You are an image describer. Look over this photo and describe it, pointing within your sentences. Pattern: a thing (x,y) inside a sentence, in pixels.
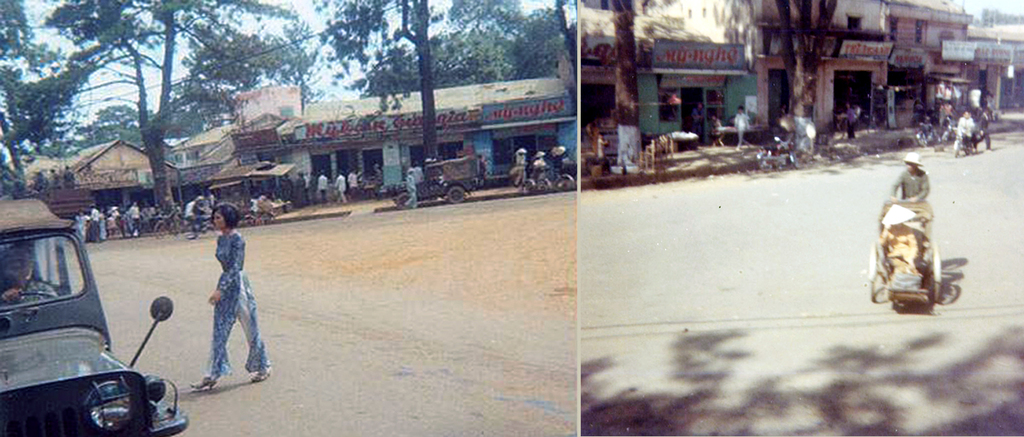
It is a collage image. On the right side of the image (923,195) there is a person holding the trolley (924,264). Behind her there are a few other people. There are bikes (785,147), buildings (826,85), trees (788,12). On the left side of the image (10,266) there is a person (23,279) sitting inside the jeep (99,371). Beside the jeep (54,351) there is a person (238,266). Behind her there are a few other people (561,173). In the background of the image (122,189) there are cycles (532,184), buildings (410,131), trees (426,54) and sky (306,11).
